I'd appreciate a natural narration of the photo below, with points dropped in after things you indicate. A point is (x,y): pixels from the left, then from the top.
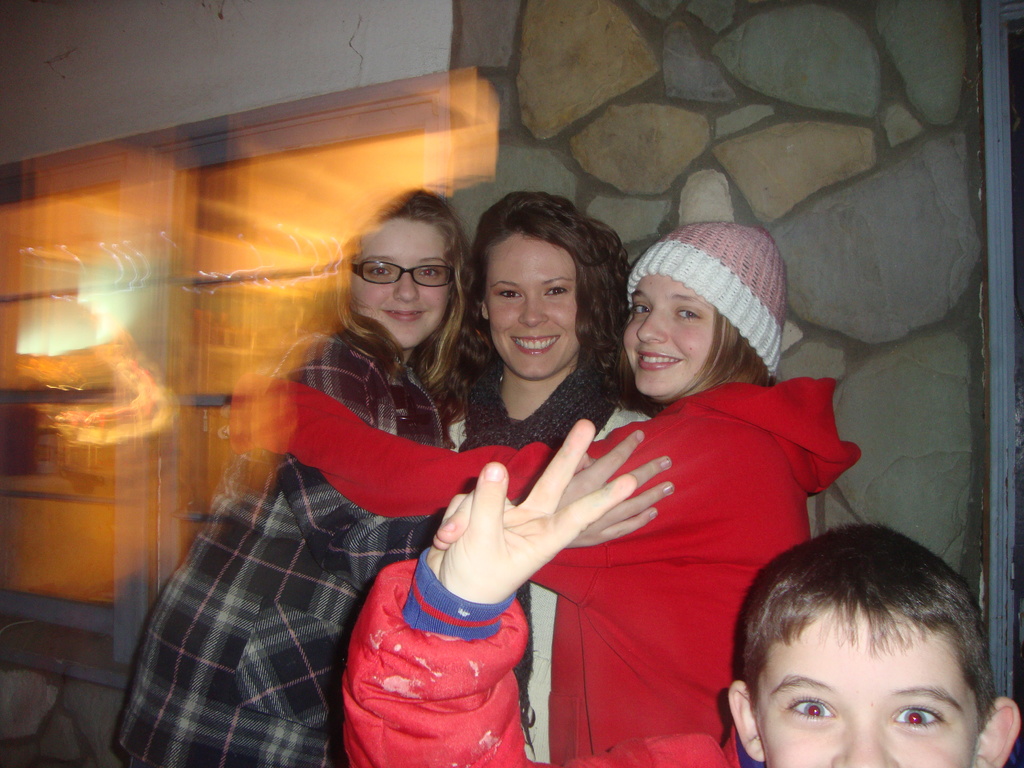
In the center of the image (678,293) there are persons (276,744) standing. At the bottom (751,748) there is a boy (466,759). In the background of the image (492,10) there is wall (201,110).
